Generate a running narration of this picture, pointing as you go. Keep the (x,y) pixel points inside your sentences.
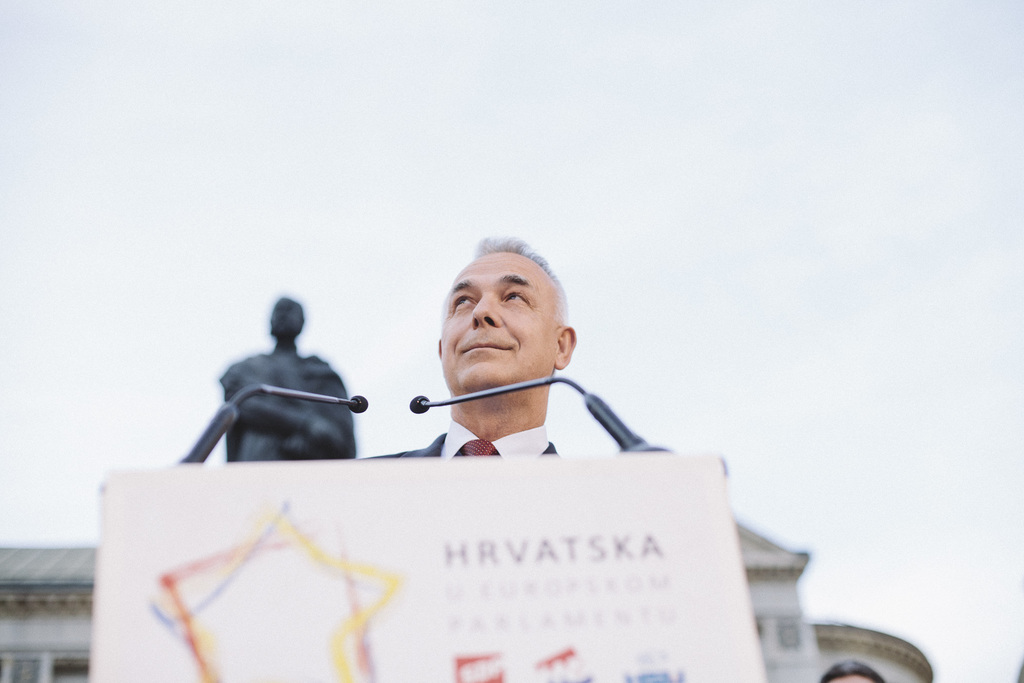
In this image at front (590,654) there is a board (558,514). Behind the board (669,508) there is a dais (688,503) and on top of it there are two mikes (536,384). Behind the dais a person (508,312) is standing. Behind him there is a statue (352,426). At the background (42,661) there is a building (772,641) and at the top (727,171) there is sky (744,148).
